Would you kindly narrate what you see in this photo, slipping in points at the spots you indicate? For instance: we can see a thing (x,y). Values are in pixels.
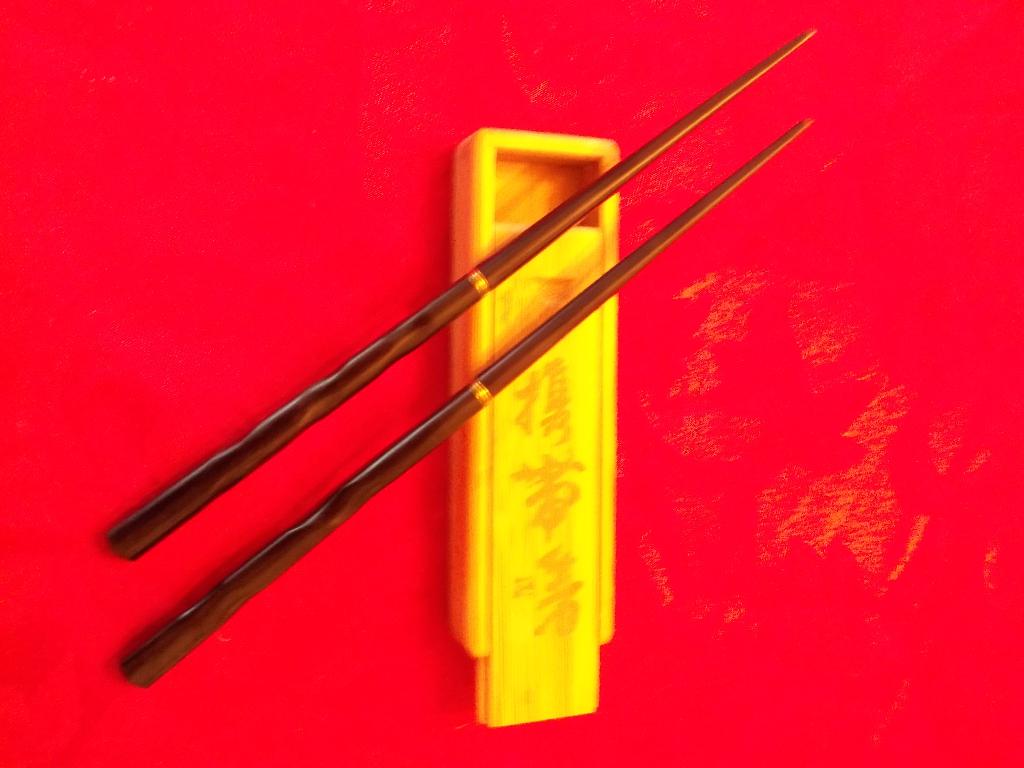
In this picture there are two chopsticks (318,533) on an object (489,524).
